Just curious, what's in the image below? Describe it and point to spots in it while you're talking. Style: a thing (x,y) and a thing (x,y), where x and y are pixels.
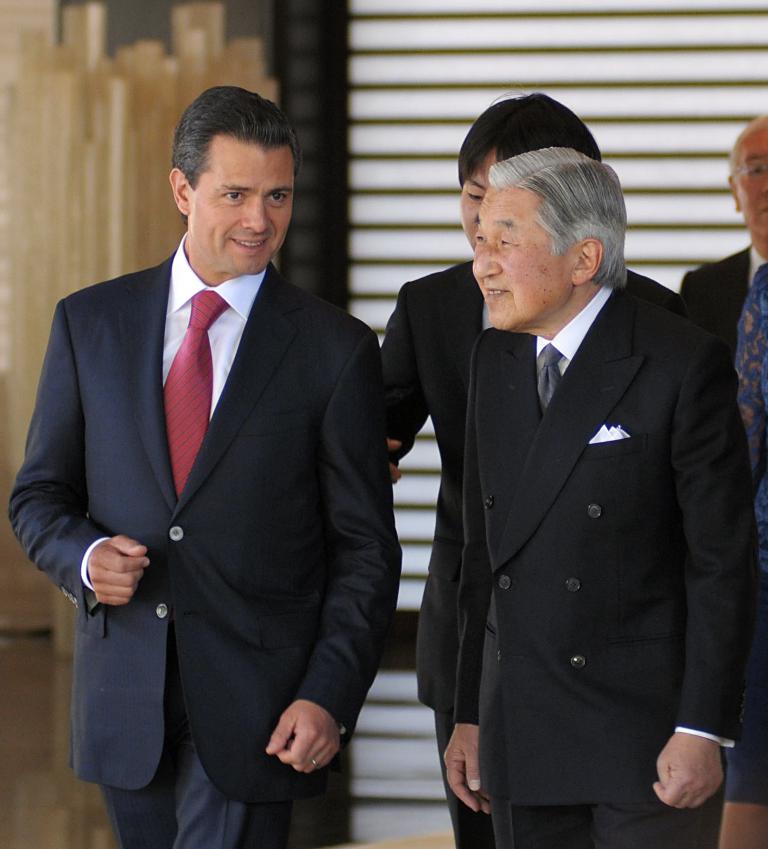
In the picture there are many people (236,549) present, behind them there is a wall (261,54).
